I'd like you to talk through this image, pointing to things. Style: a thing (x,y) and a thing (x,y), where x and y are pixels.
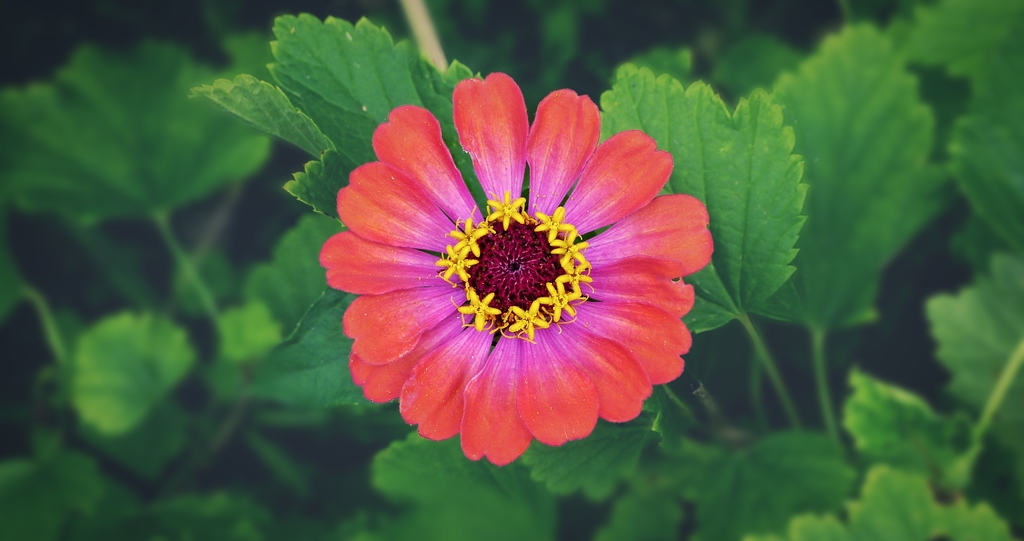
In this picture I can see a flower (399,276) in front (495,181) which is of red, pink and yellow color. In the background (234,152) I can see number of leaves (818,183) and I see that it is a bit blurred.
